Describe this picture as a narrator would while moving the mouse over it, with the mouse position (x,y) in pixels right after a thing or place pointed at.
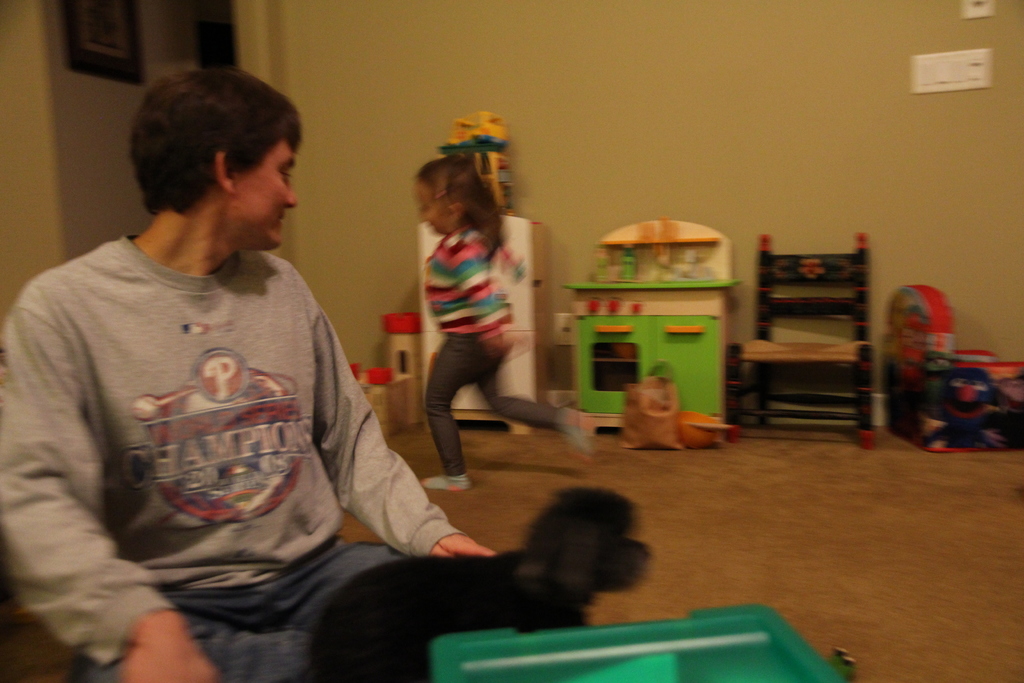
On the left side (256,445), there is a person (257,445) in gray color T-shirt (241,432), sitting. Beside him, there is a black color animal (568,545). In the background (464,477), there is a child (463,362) running on the floor (511,454), there is a chair (817,357), there are toys (540,292) and there is a wall (917,171).
